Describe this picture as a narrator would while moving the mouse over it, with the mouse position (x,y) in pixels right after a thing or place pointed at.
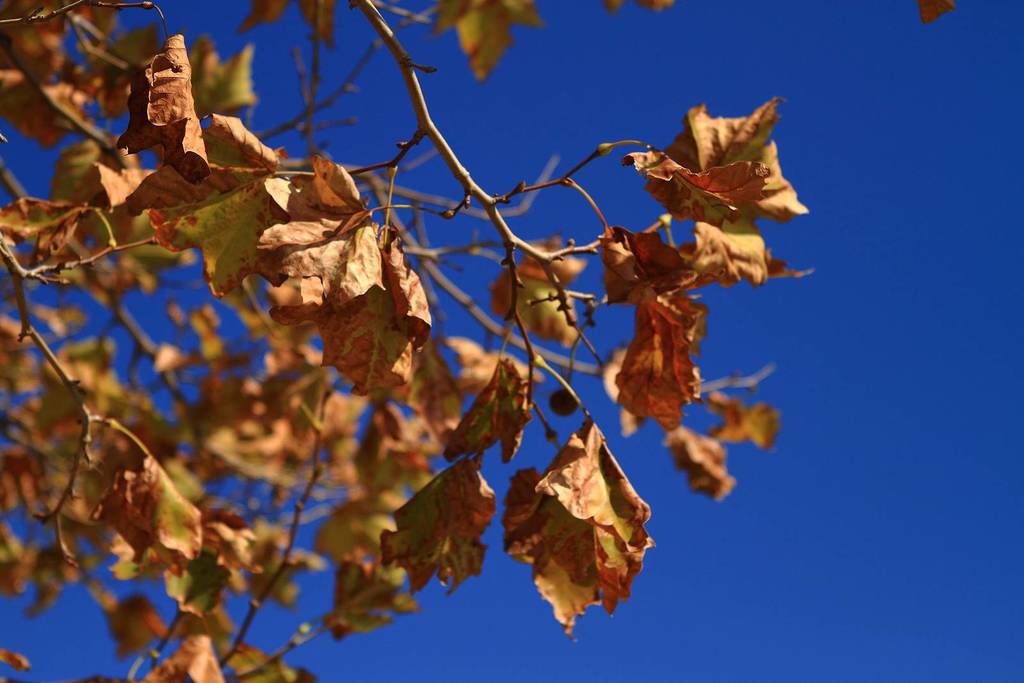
In this picture we can see the leaves (279,300) and branches (453,151). In the background of the image (796,233) we can see blue in color.
